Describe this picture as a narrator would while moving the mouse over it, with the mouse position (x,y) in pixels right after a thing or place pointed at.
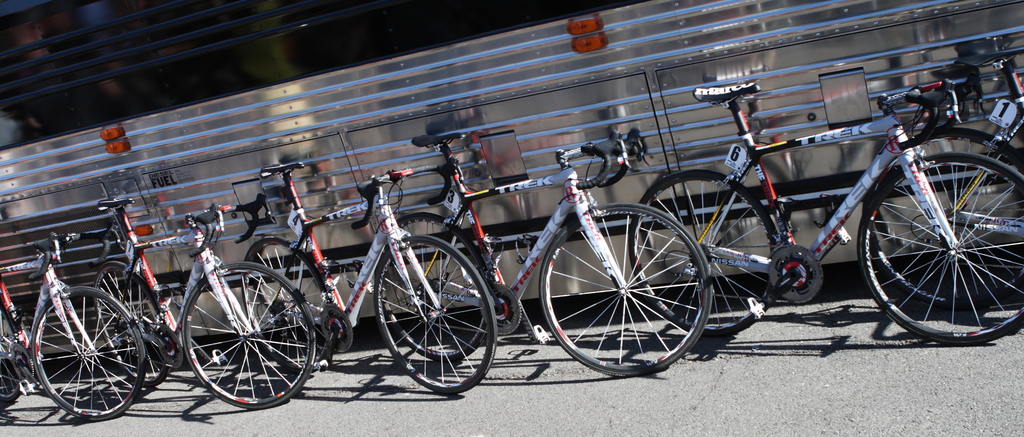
In this picture we can see a few bicycles (690,323) on the road (522,345). We can see the numbers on the white objects (1001,107). There are the shadows (509,352) of these bicycles (700,332) on the road (39,414). We can see a few rods (38,168) and some orange objects (574,21) in the background (596,36).
